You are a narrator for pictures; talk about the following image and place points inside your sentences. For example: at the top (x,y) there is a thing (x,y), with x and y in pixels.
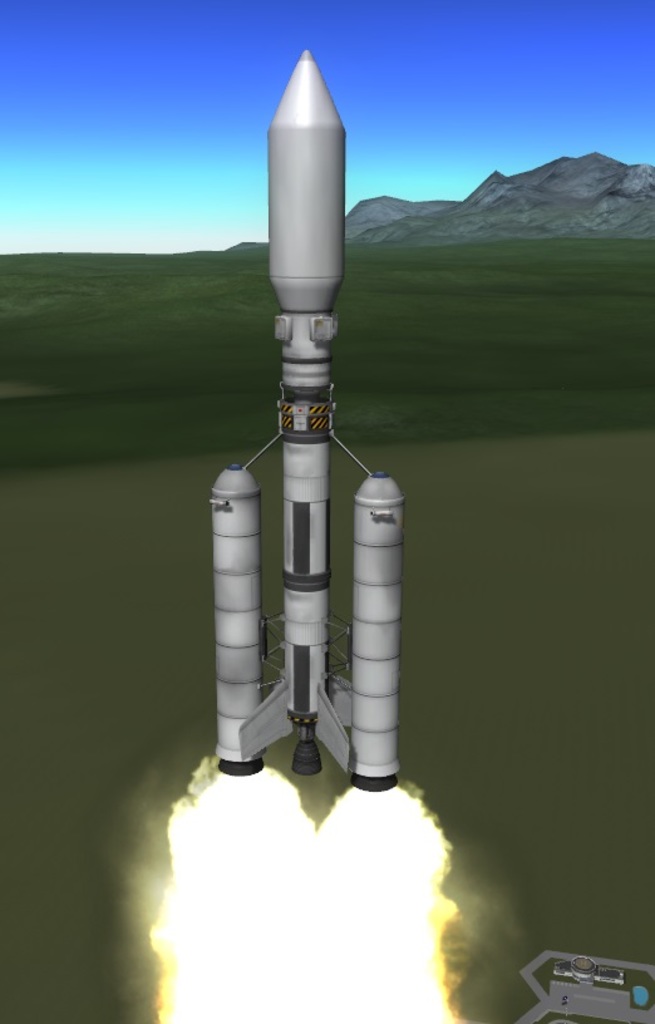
This is an animated image in which there is a rocket (328,416) in the front (323,469) and in the background (413,242) there is grass (397,300) and there are mountains (500,196).
